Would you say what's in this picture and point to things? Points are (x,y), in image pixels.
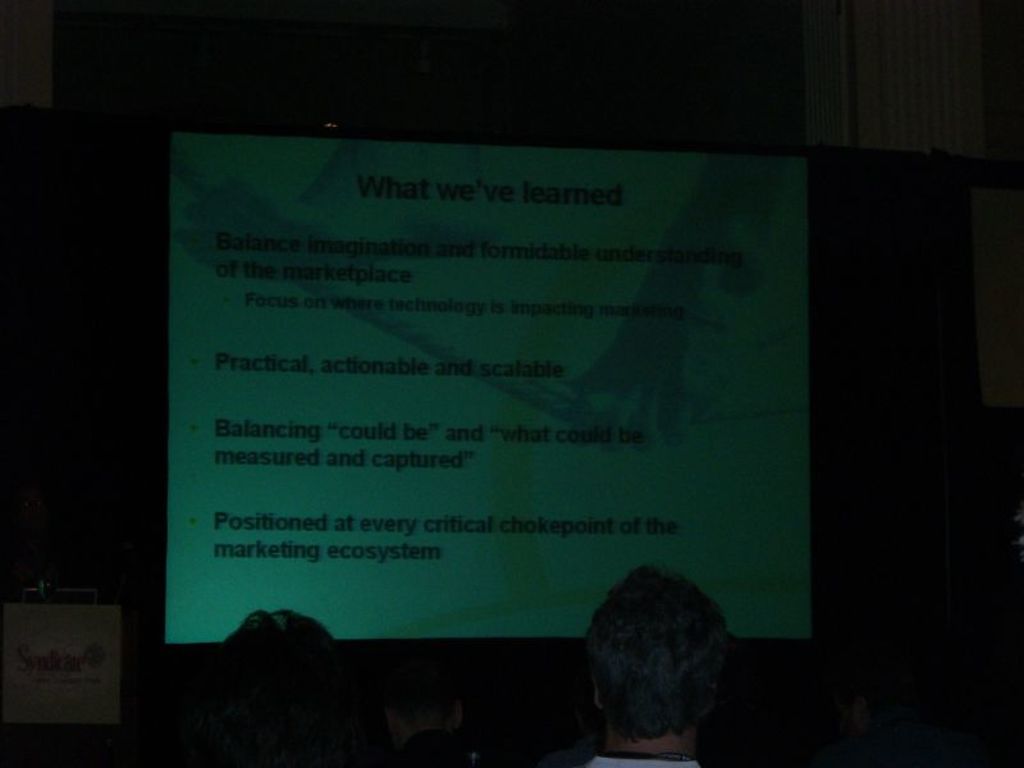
In the center of the image (563,376) there is a projector screen (187,632). At the bottom of the image (653,587) there are a few persons (342,739). In the background of the image (874,66) there is wall (311,98).
